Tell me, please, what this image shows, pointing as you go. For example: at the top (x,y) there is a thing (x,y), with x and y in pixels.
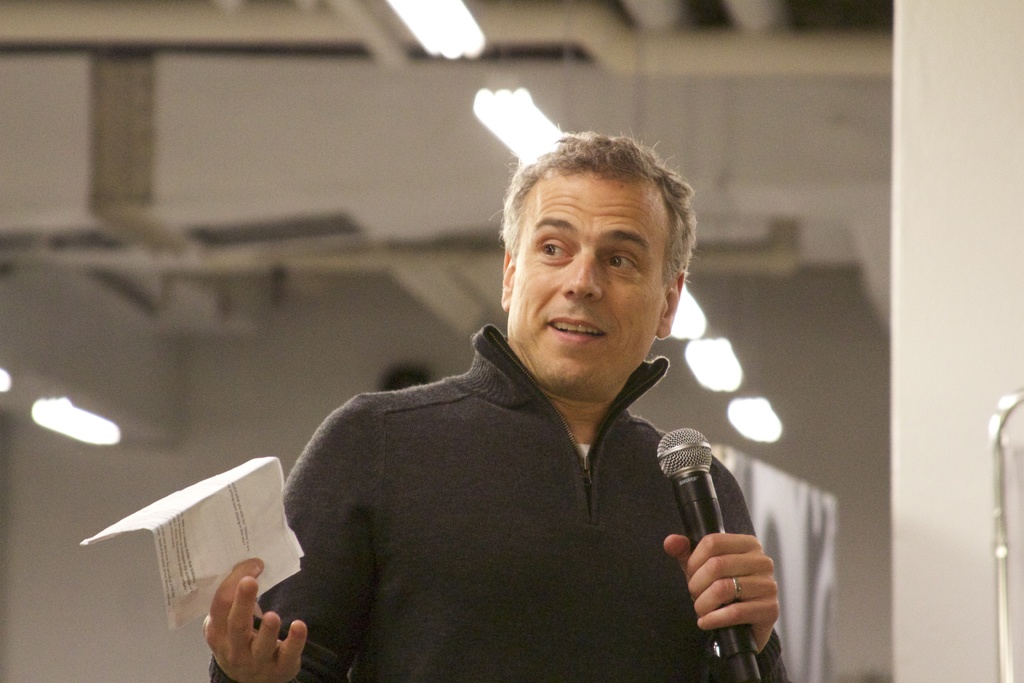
this picture shows a man (386,553) standing and holding a microphone (707,479) in his hand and a paper (256,554) in other hand (282,658) and we see a lights (495,112) on the roof (505,155).
